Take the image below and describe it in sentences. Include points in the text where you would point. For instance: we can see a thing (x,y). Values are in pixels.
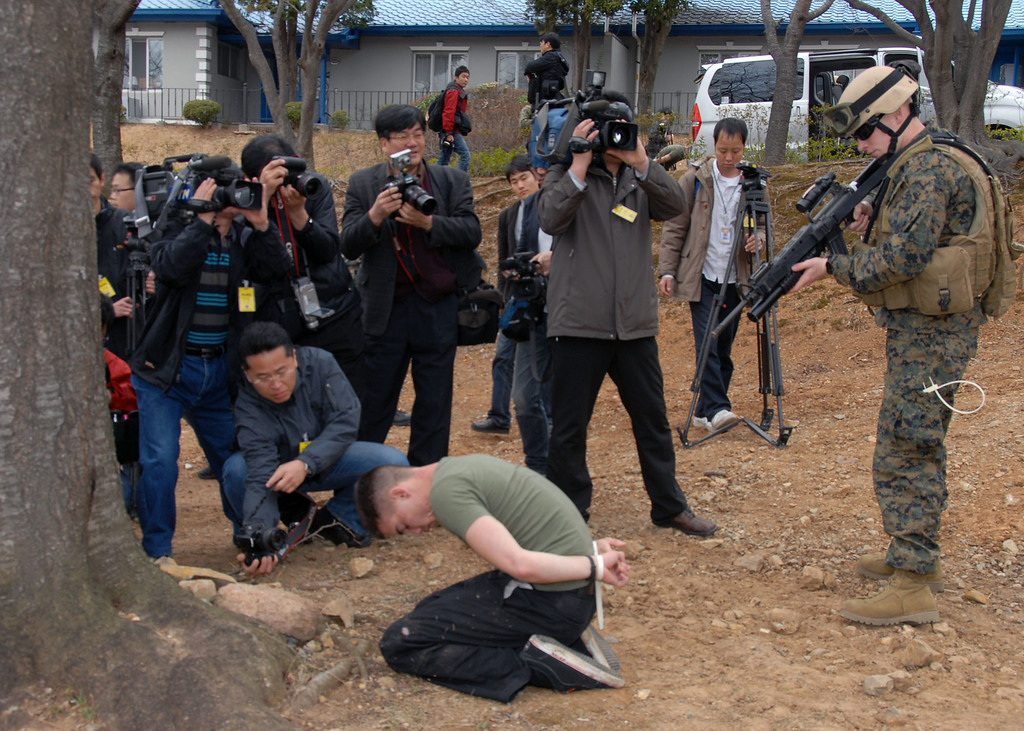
In this image, we can see a group of people (443,354) on the ground (754,547). Few are holding cameras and some objects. Top of the image (131,65), we can see a house (371,67), glass windows (233,67), wall (178,80), grill (162,100), plants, trees (119,141), vehicle (867,64).
